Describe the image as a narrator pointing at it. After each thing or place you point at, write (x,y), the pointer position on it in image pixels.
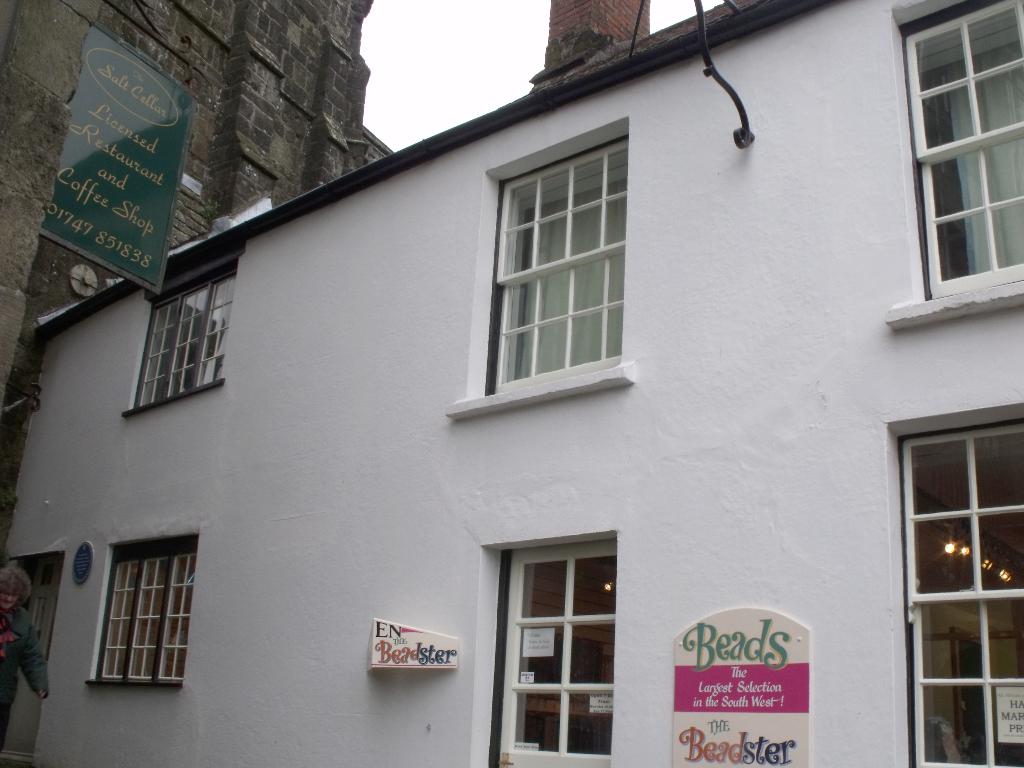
In this image there are buildings (306,210). On the wall (203,434) there are many windows (165,557). In the left (16,603) we can see a person (18,648).
